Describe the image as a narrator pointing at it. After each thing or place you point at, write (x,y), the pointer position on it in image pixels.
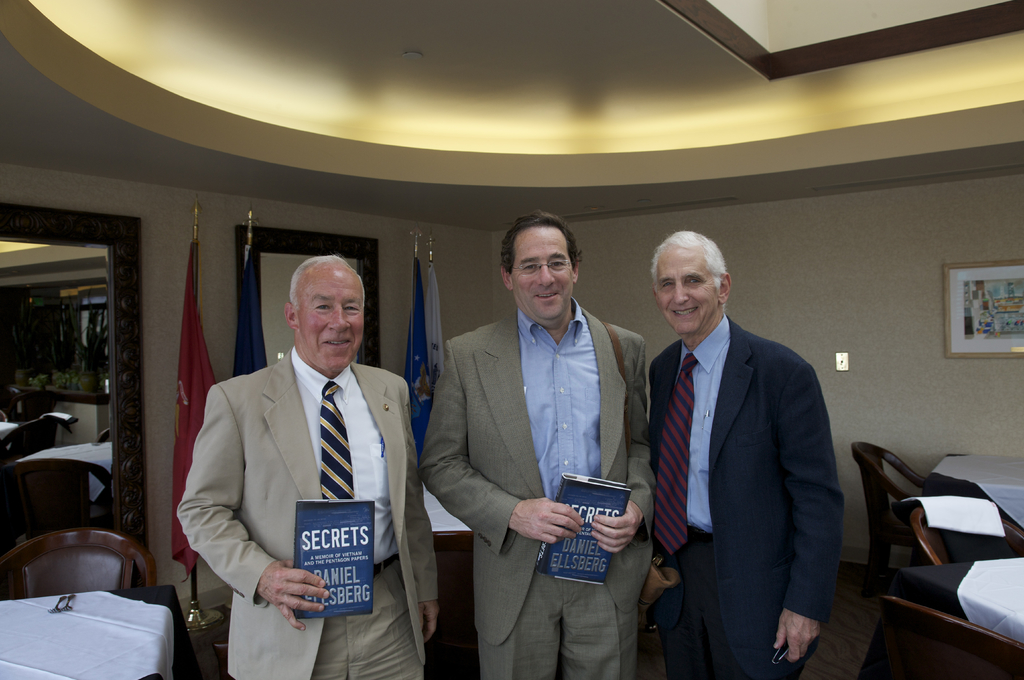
In this picture there are three old men (533,411) wearing a coat (529,483), two (503,577) holding a blue color books (354,558) in the hand (296,605), smiling and giving a pose into the camera. Behind there is a mirror (276,282) on the brown color wall (383,334) and some flag (191,348).
